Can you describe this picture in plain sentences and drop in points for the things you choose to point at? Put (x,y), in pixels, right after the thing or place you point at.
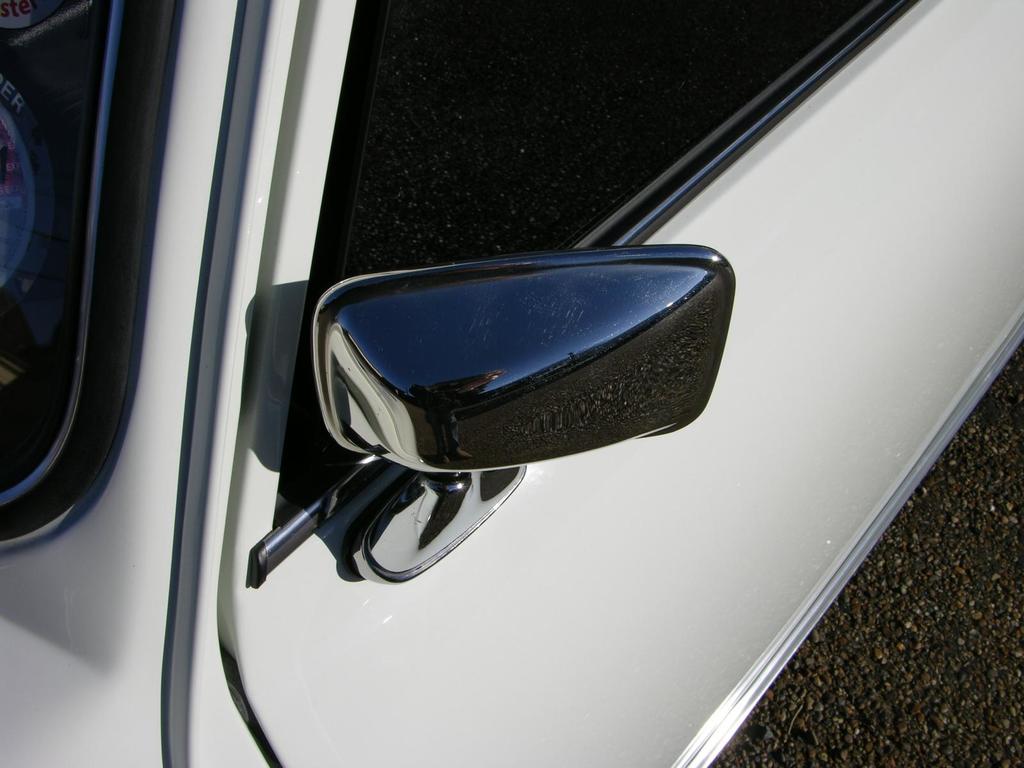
In this picture we can see a vehicle (482,444) with a window (507,147) and a side mirror (469,328). On the side mirror (397,355), we can see the reflection (443,442) of a person (434,402) and the sky (508,348). On the left side of the image (24,176), there are some objects (23,229).
